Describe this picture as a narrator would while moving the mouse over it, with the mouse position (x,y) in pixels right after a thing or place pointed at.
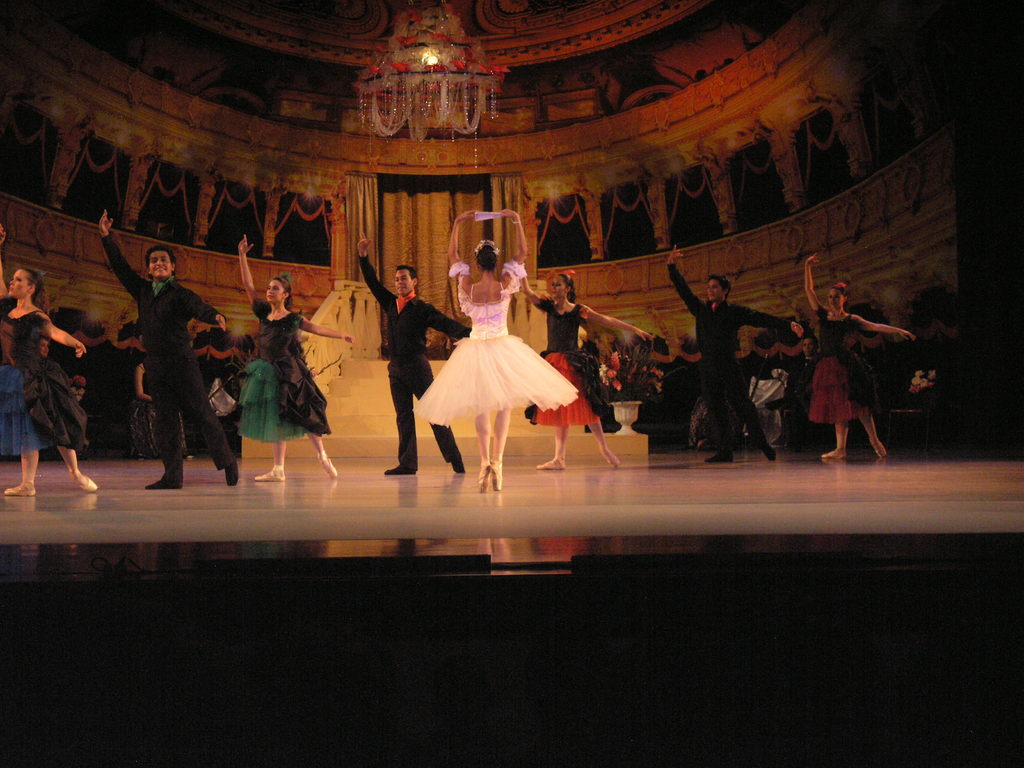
As we can see in the image there are few people (48,373) dancing, chandelier (438,45), stairs (371,331) and a wall (770,143).
